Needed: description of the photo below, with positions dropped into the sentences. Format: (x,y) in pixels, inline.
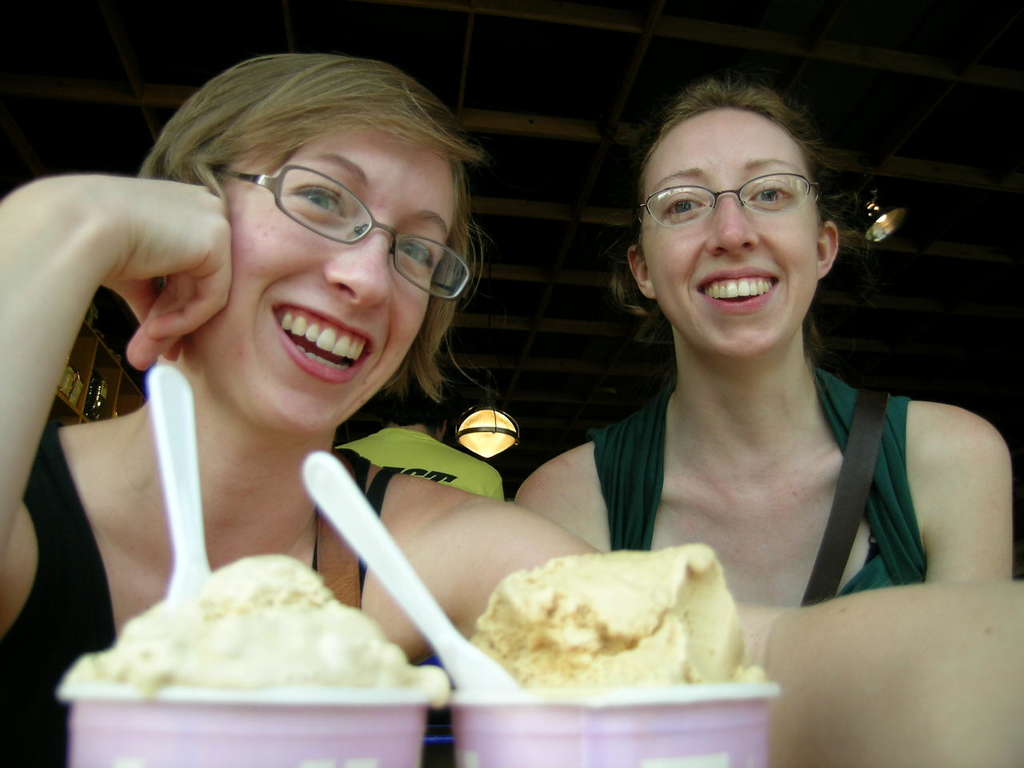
In this picture we can see two ladies (727,463) are sitting and smiling and wearing spectacles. At the bottom of the image (300,742) we can see the cups (493,721) which contains ice-cream (303,673) with spoons (433,627). In the background of the image (106,406) we can see the lights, wall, shelves (105,368). In shelves (117,371) we can see the bottles (90,398). At the top of the image (647,39) we can see the roof (543,105).
